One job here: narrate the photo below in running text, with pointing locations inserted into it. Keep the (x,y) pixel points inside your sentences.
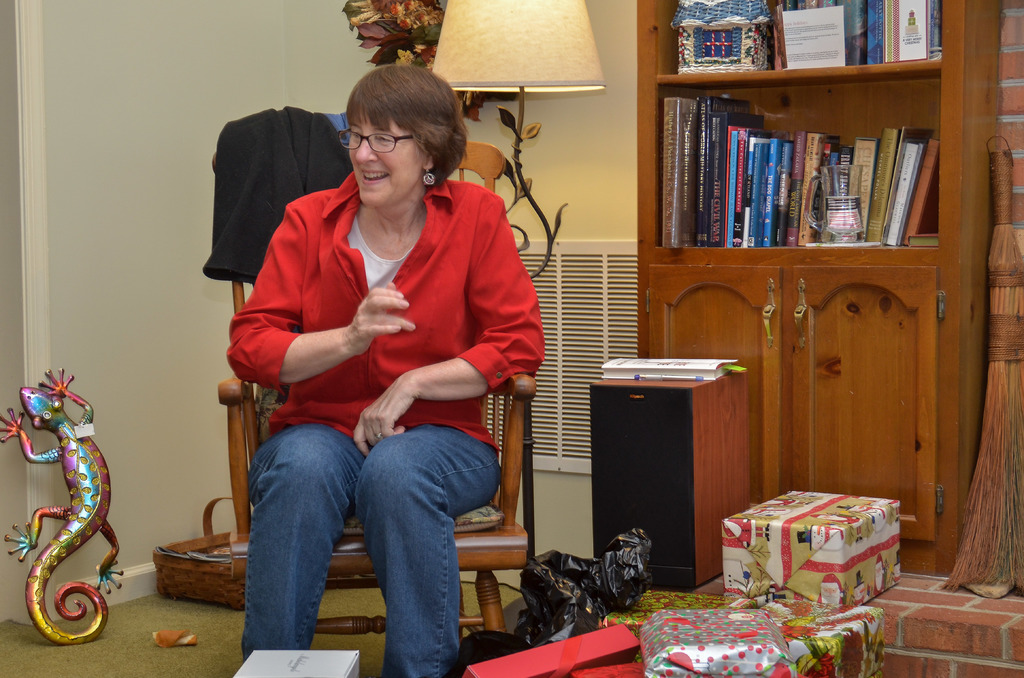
In the left side of the image (77,514) we can see a toy (106,514) and a basket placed on the floor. In the center of the image (445,301) we can see a woman (392,322) sitting on a chair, group of boxes (661,622) and a cover (592,607) placed on the surface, On the right side of the image (991,407) we can see a book (664,367) and pen (675,376) placed on a speaker (685,438), a group of books (868,51) and some objects (826,219) placed on racks (882,78), a cupboard (891,333) and a broom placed on the floor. In the background (537,244), we can see a grill (589,349) and some flowers (428,20). At the top of the image (452,34) we can see a lamp (470,63).
